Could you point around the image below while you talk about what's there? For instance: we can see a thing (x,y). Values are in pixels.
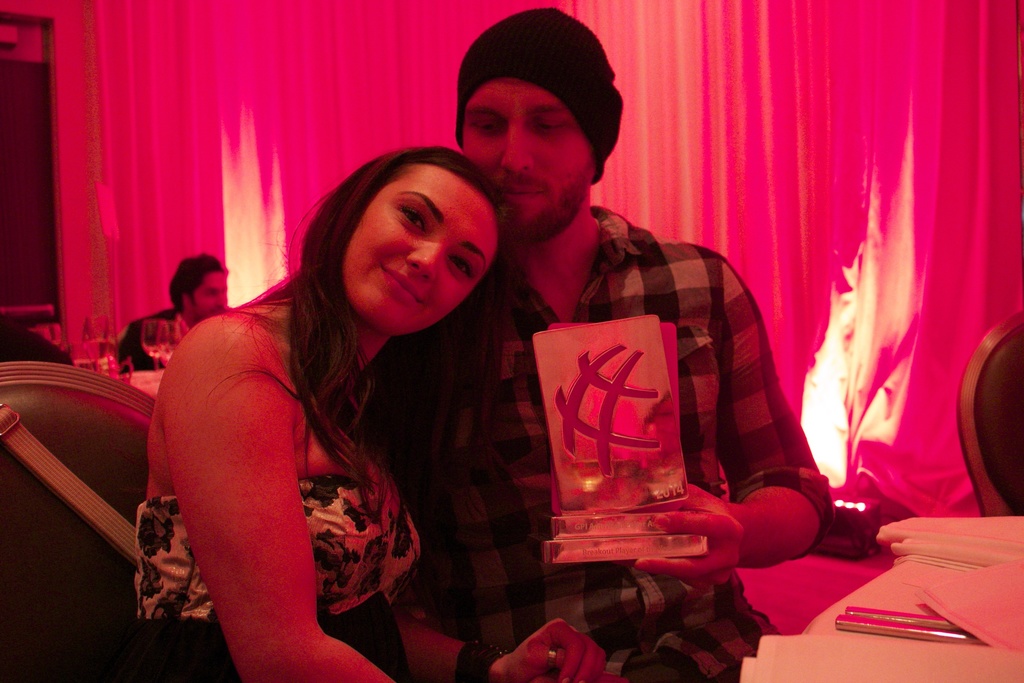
In the image we can see a man (513,497) and a woman (347,573) sitting, they are wearing clothes (408,539). This is a cloth (918,556), object (635,547), cap (547,57), curtains (890,233), wine glasses (154,340), chair (116,382). Behind them there is a person (129,344) sitting.
